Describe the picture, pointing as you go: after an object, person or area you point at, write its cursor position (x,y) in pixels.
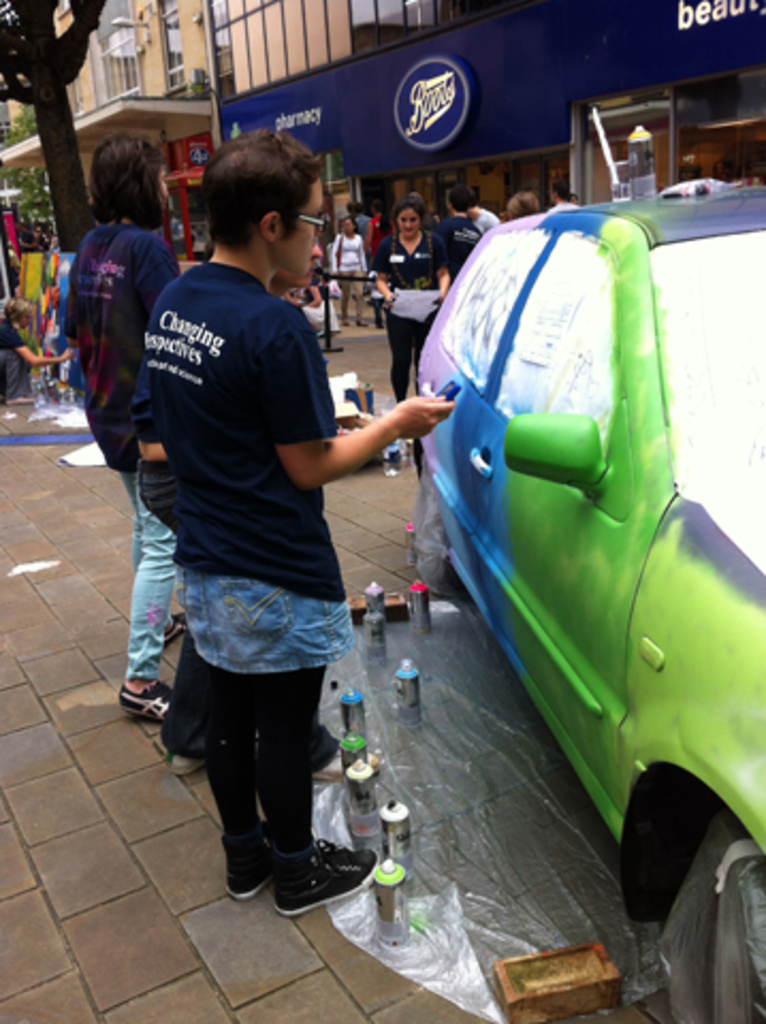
In this image there is a car (637,674) on a road (177,925) and there are bottles (371,602) and other items (468,999) kept on a road (257,921), in the background (383,234) there are people (265,303) standing and there are buildings (446,3) and there is a board (423,87) on that board (343,123) there is some text (433,81) and there are trees (41,181).
